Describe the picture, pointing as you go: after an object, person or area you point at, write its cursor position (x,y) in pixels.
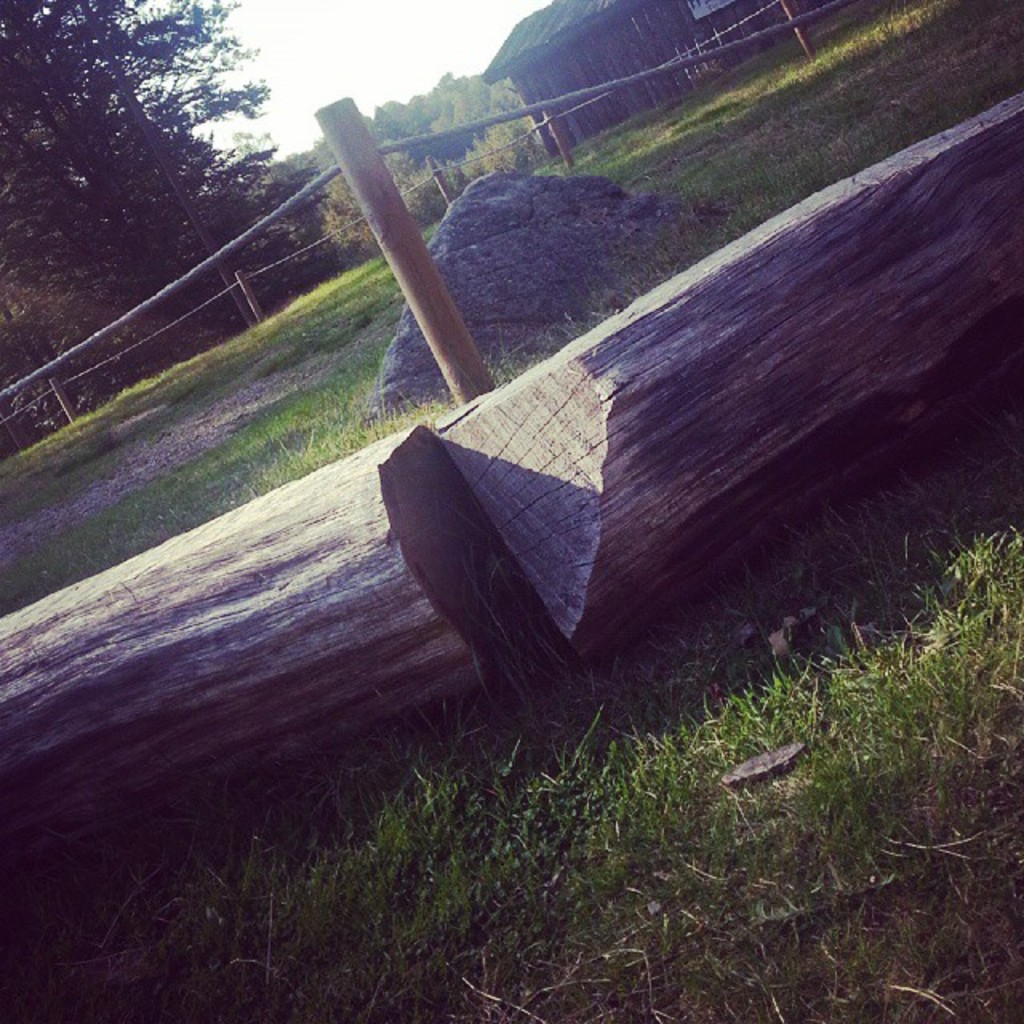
In this picture we can see wooden logs (747,353), fence (481,388), rock (457,256), trees (152,270), grass (765,101), house (579,77) and in the background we can see the sky (275,94).
